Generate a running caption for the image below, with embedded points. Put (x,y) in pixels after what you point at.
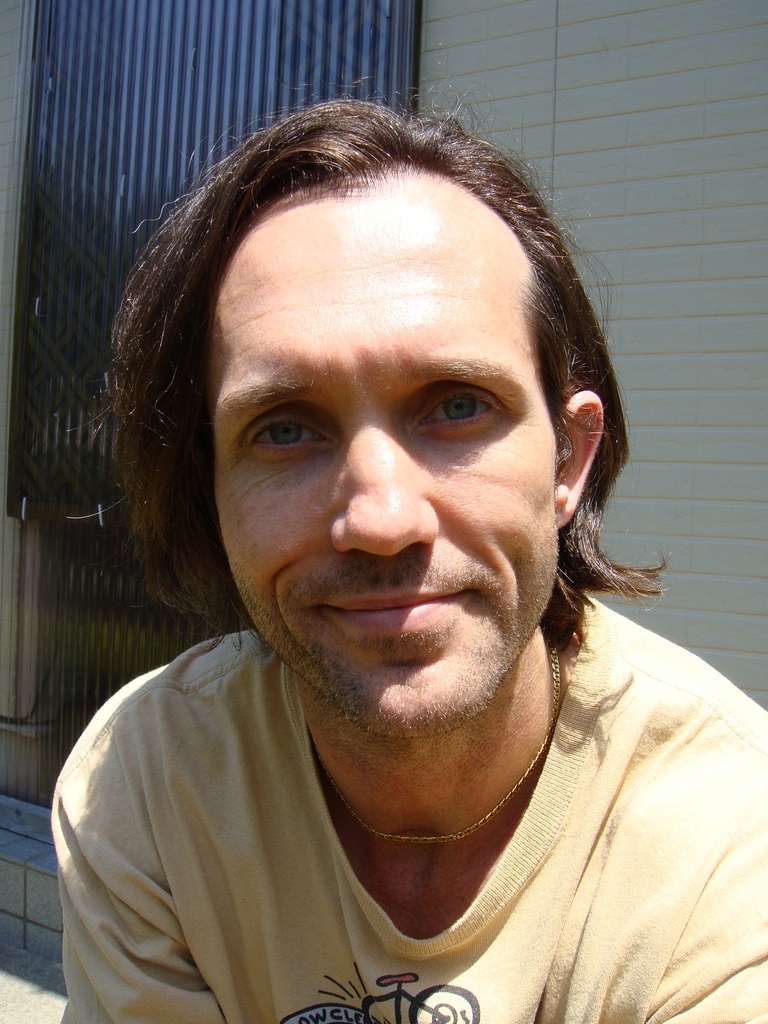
In this image there is a person (305,445) wearing a shirt (292,1002). Behind him there is a wall (725,654) having metal gate (101,146).
